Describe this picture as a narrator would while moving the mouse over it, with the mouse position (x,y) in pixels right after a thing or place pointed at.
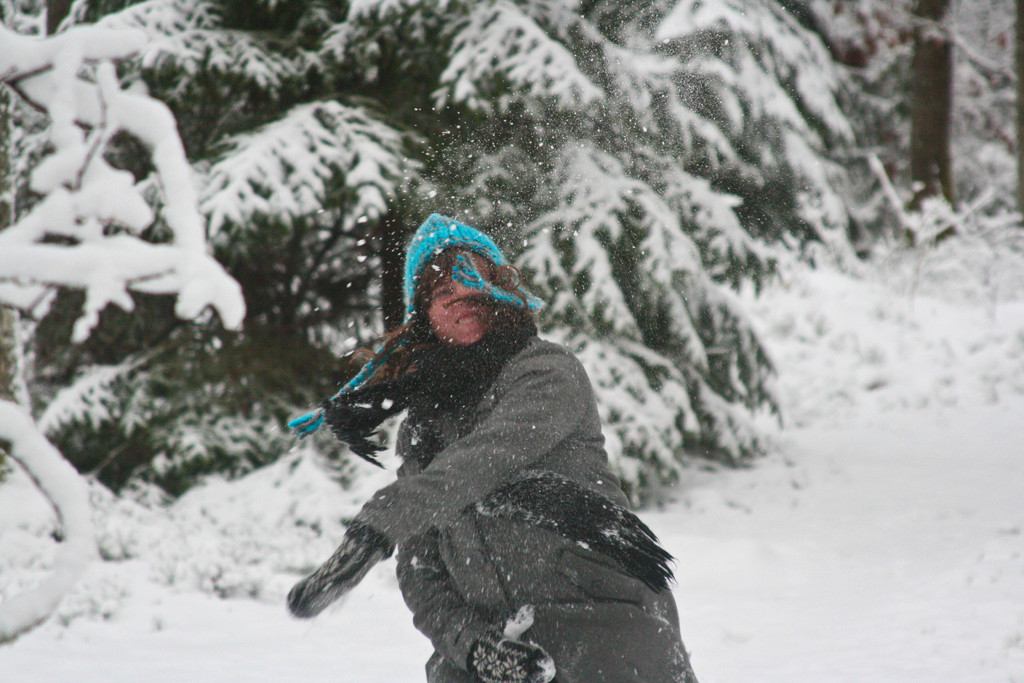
In the center of the image (407,428), we can see a person (415,465) wearing a coat (504,523), scarf (447,439) and a cap (522,301) and in the background (441,78), there are trees (230,177) which are covered by snow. At the bottom (851,587), there is snow (840,530).
